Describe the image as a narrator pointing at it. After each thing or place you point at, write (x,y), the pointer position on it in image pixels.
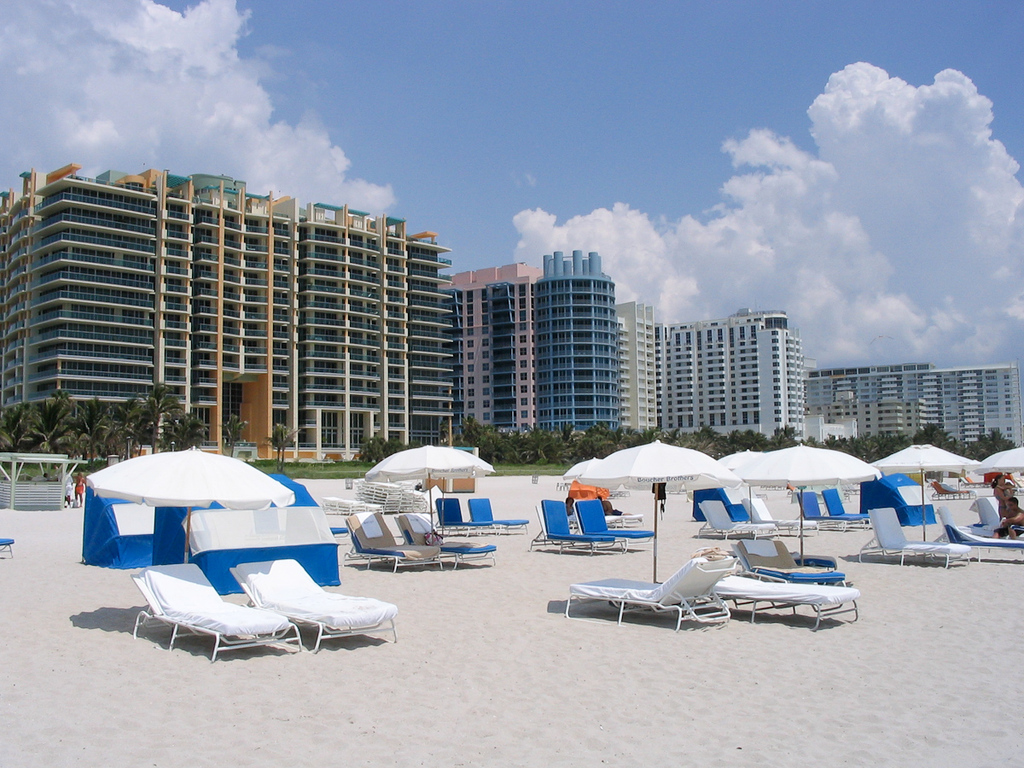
At the bottom of the image (249,516) we can see shacks (47,497), umbrellas (172,469), chairs (661,592) and sand (712,645). In the background (792,438) we can see trees (953,444), buildings (484,298), sky (1023,93) and clouds (78,83).
